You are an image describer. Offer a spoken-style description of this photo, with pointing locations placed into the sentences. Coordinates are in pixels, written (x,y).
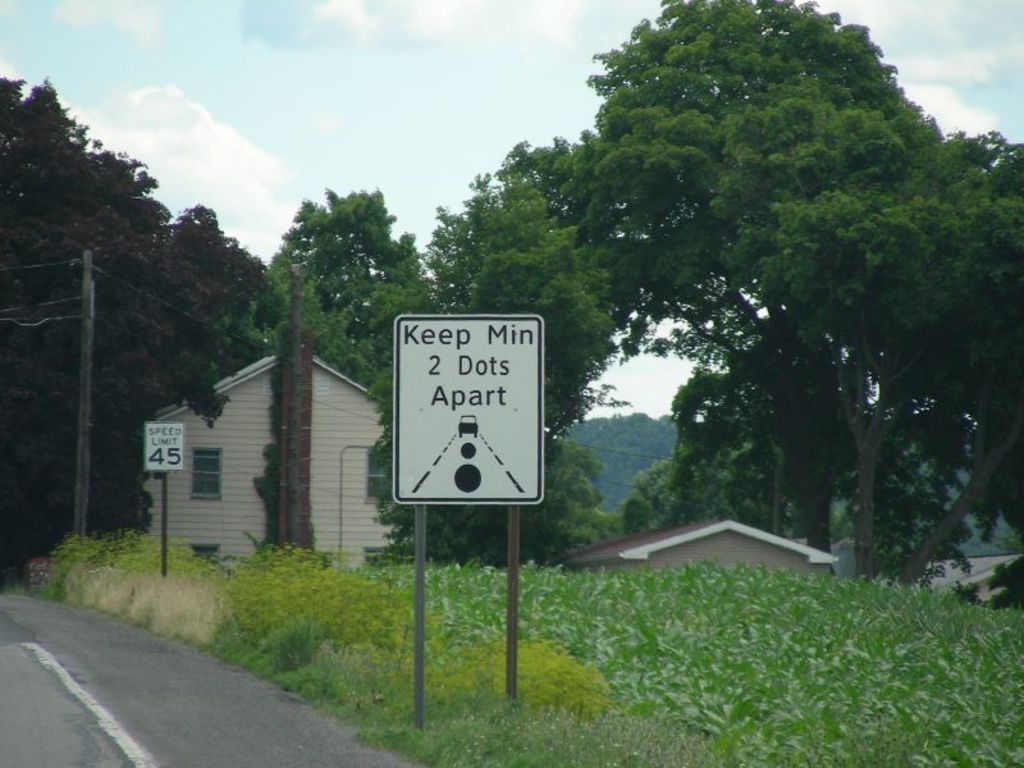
In the center of the image (398,491) there is a sign board (456,318). At the background of the image (882,152) there are trees (683,501). There is a house (341,393). At the left side (205,673) bottom of the image (141,640) there is a road (240,691). At the right side (906,631) bottom of the image (824,653) there is grass (824,653).
